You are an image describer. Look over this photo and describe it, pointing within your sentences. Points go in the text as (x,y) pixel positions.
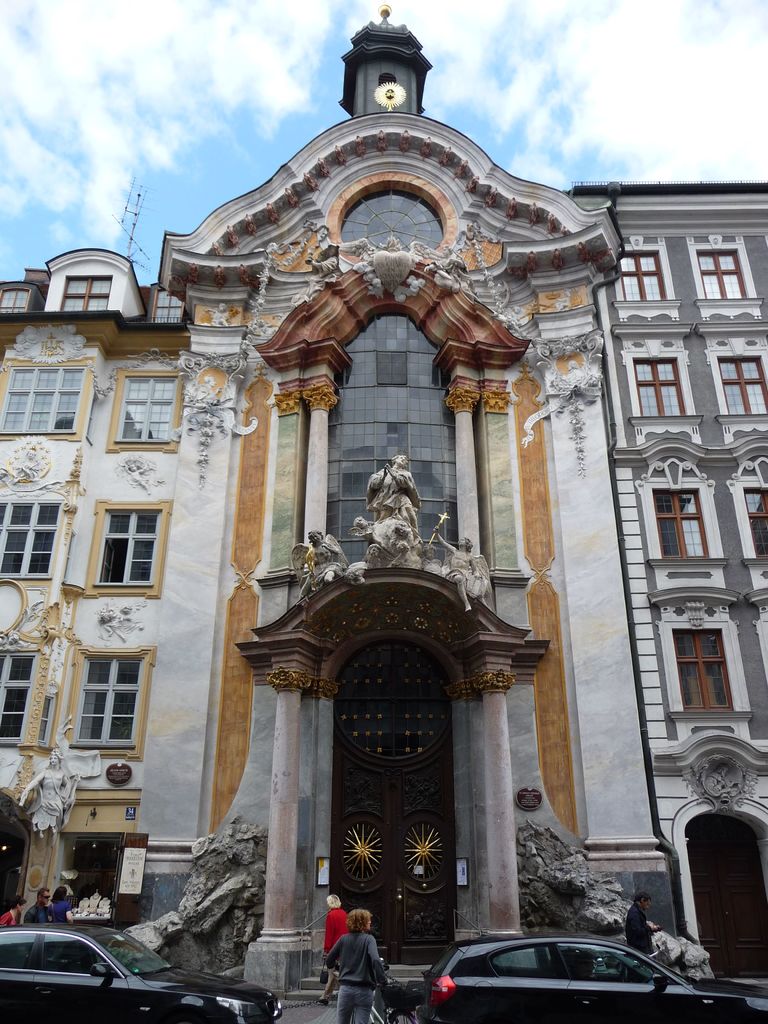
In this image I can see two person (338,997) standing on the road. I can also see two vehicle (235,979) they are in black color. Background (41,882) I can see few persons (43,919) standing, building (158,582) in white and brown color, and sky (222,79) is in blue and white color.
